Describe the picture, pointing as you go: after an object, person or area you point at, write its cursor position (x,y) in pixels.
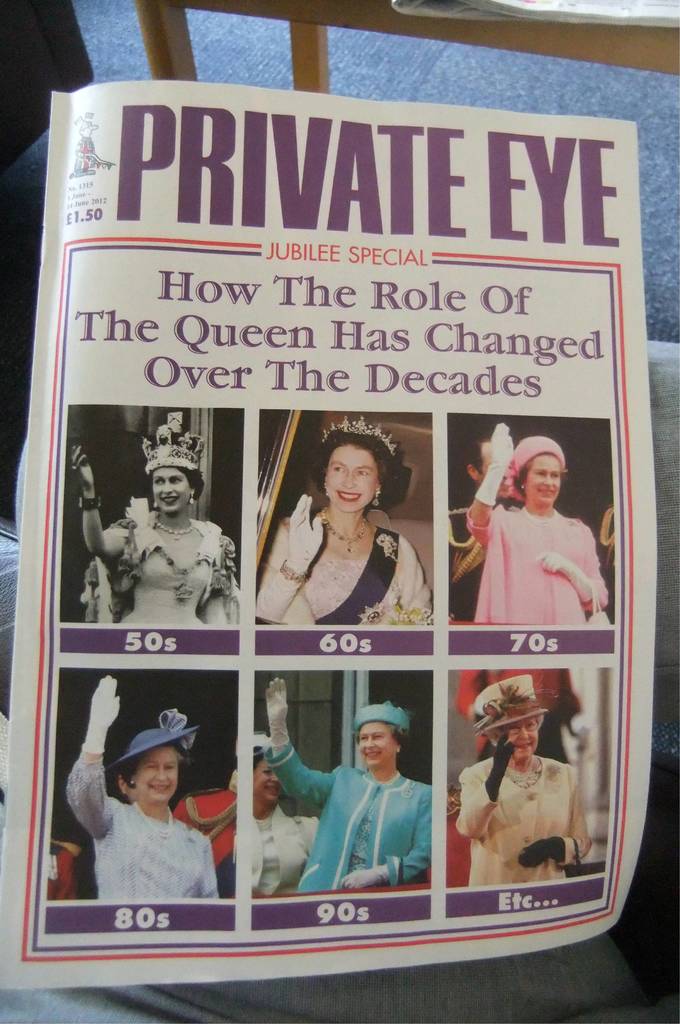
Here I can see a book (390,814). On the book (164,317) I can see some text (286,207) and few images (359,542) of women (202,529). At the top (371,27) there is a table (646,43) on which a paper (547,7) is placed.
